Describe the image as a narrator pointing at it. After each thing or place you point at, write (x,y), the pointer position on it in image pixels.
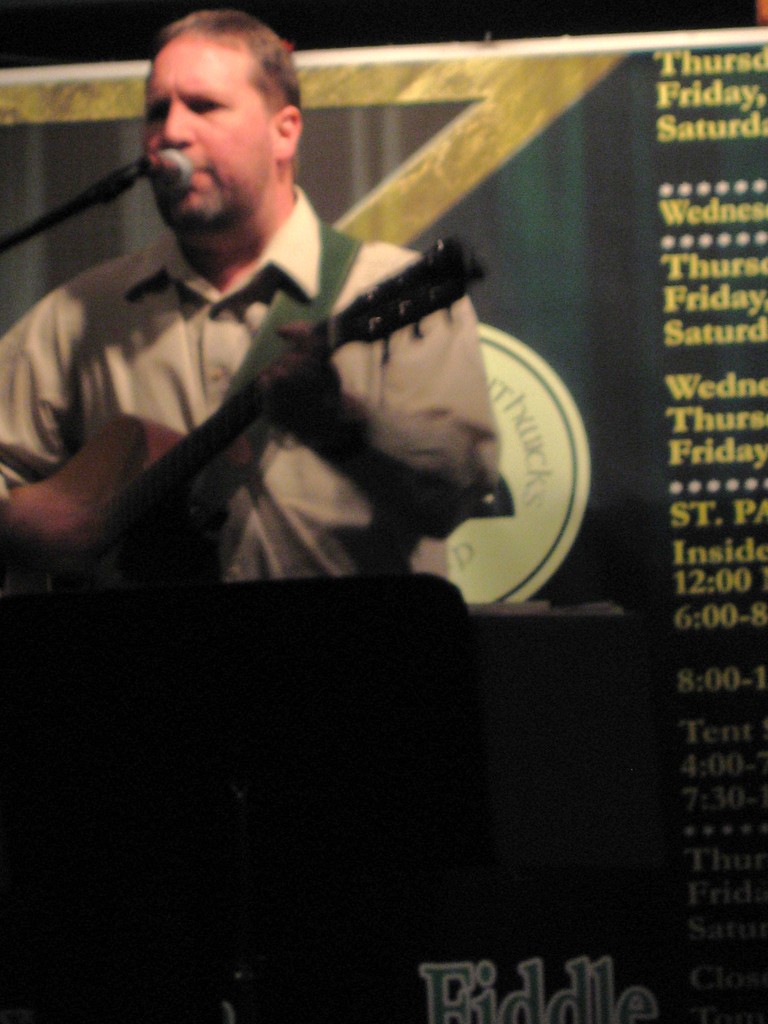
In this image I see a man (285,197) who is holding a guitar (125,572) and is in front of a mic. In the background (78,232) I see the board (641,489) and I see that this man (170,205) is wearing a shirt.
